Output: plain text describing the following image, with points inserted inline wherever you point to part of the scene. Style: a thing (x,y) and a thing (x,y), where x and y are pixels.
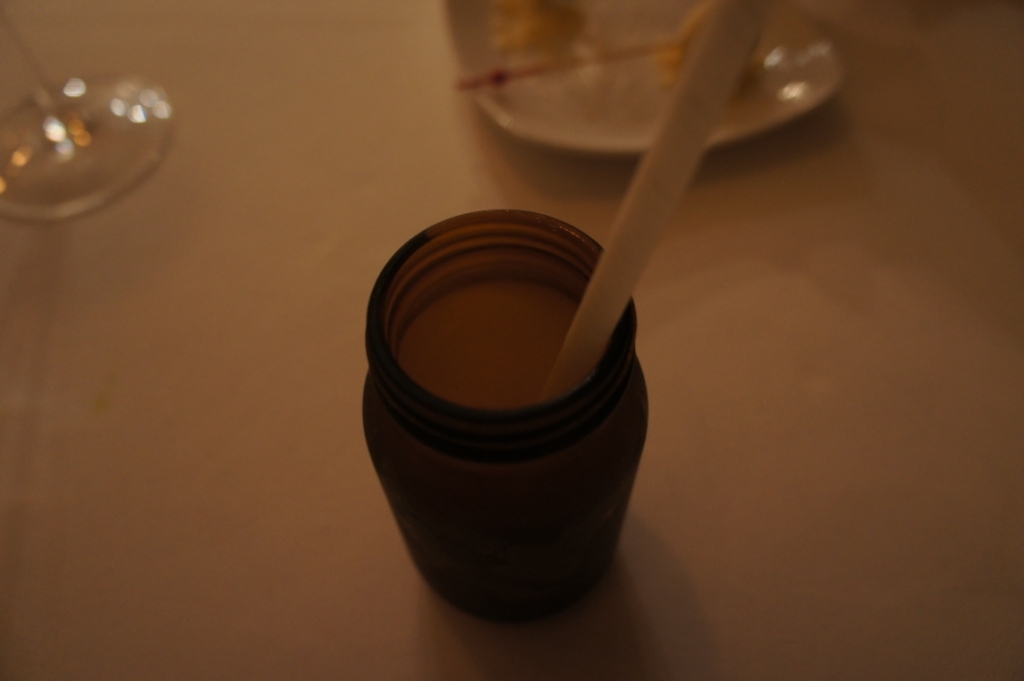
In this picture I can see the drink bottle (626,364) and glass (122,141) which are kept on the table (980,209).
